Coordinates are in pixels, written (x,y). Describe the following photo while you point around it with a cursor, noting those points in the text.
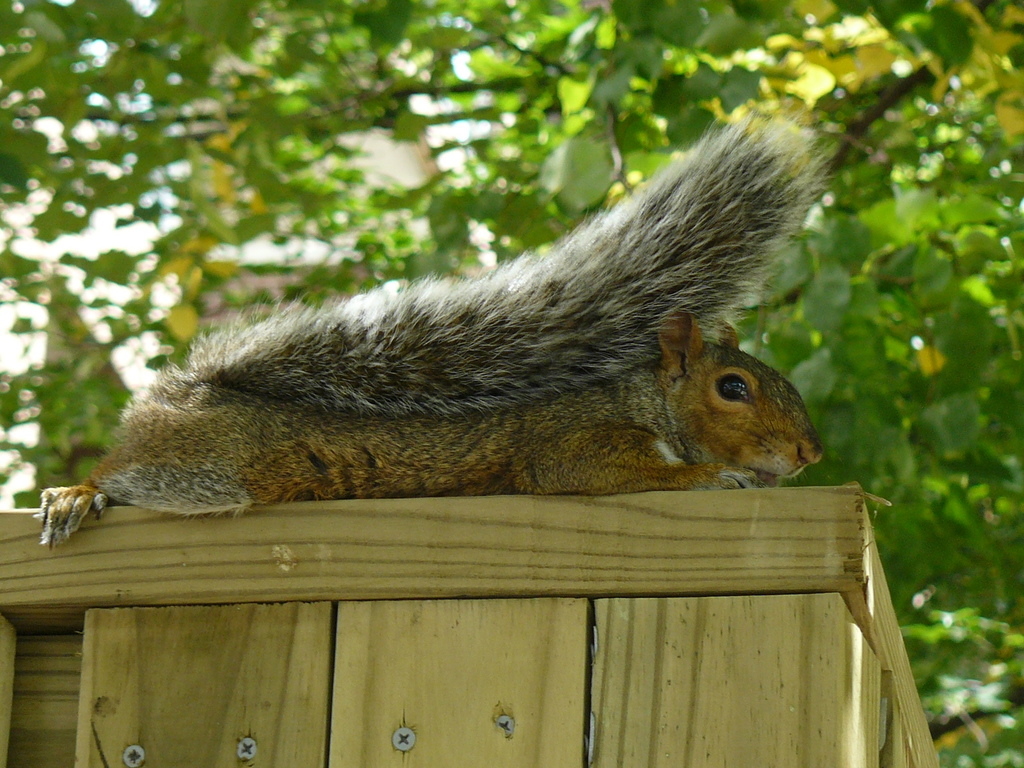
In this image there is a squirrel (68,534) on the fence (486,566). There is a tree (923,248) at the back side (934,255).
